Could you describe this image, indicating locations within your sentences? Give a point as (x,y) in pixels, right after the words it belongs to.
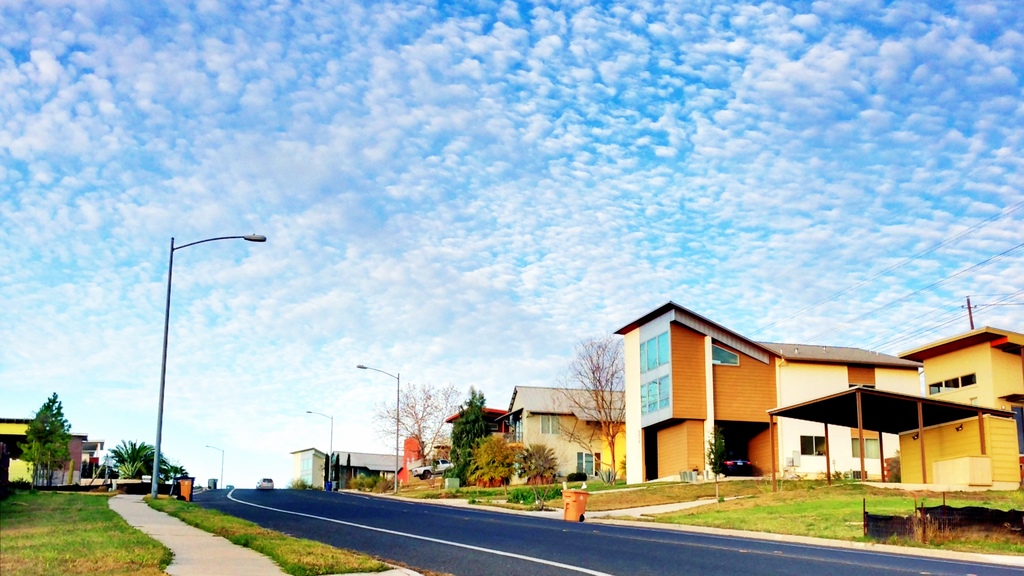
In this image we can see many buildings (297,464). There are few vehicles (436,471) in the image. There is a road (310,499) in the image. There is a blue and a slightly cloudy sky (284,481) in the image. There are many trees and plants (359,484) in the image. There is a grassy land (43,537) in the image. There is a shed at the right side of the image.
